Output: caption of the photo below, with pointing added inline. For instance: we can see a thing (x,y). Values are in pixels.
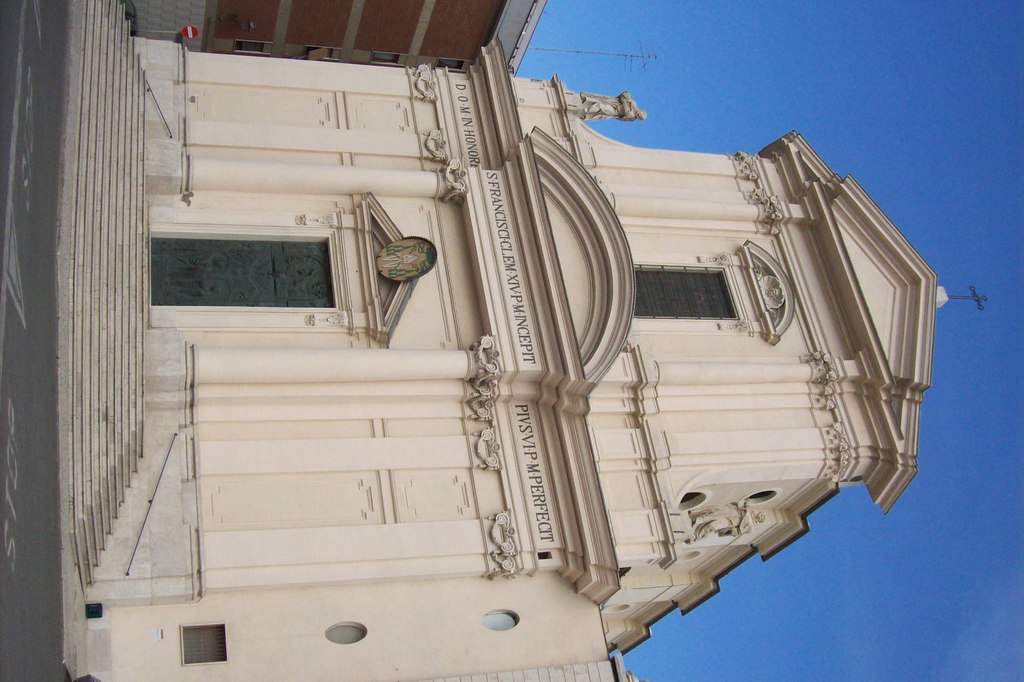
In the center of the image (549,341), we can see a building (294,180) and there is a board (399,255) and we can see some text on the wall (545,283) and there are stairs (137,275). At the top (908,156), there is sky (652,130) and we can see a pole (625,57). At the bottom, there is a road (23,517).
